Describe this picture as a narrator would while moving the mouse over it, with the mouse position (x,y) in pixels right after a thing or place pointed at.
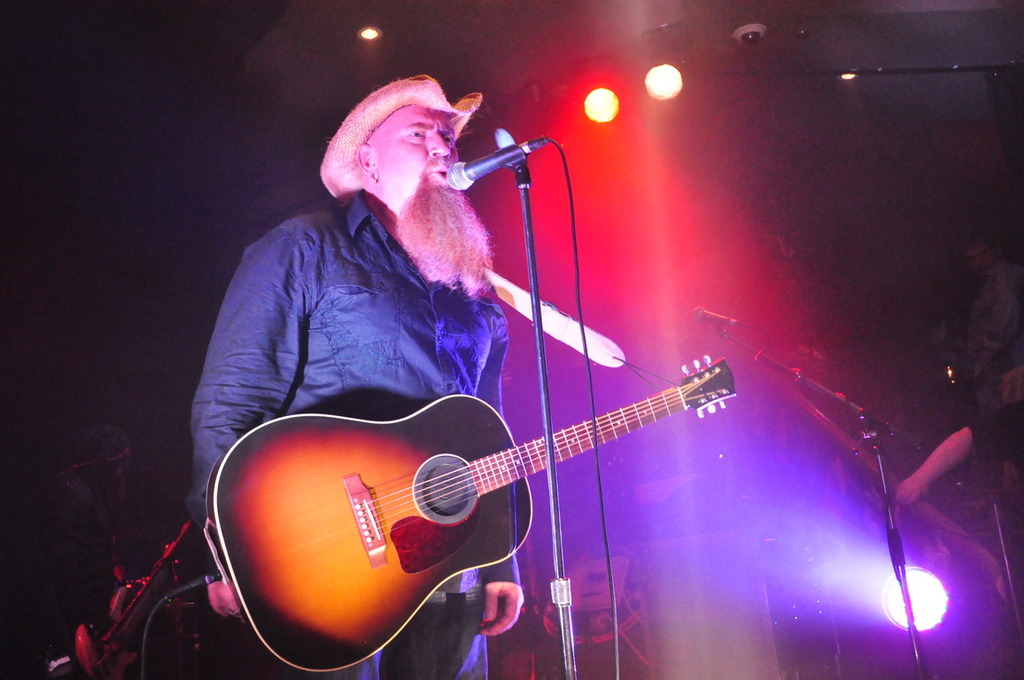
In the picture I can see a person (393,391) wearing the shirt (382,393) and hat (361,102) is carrying a guitar (348,523) and standing near the mic (526,149) which is fixed to the stand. The background of the image is dark, where we can see show lights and we can see a person (904,482) on the right side of the image (902,499).
